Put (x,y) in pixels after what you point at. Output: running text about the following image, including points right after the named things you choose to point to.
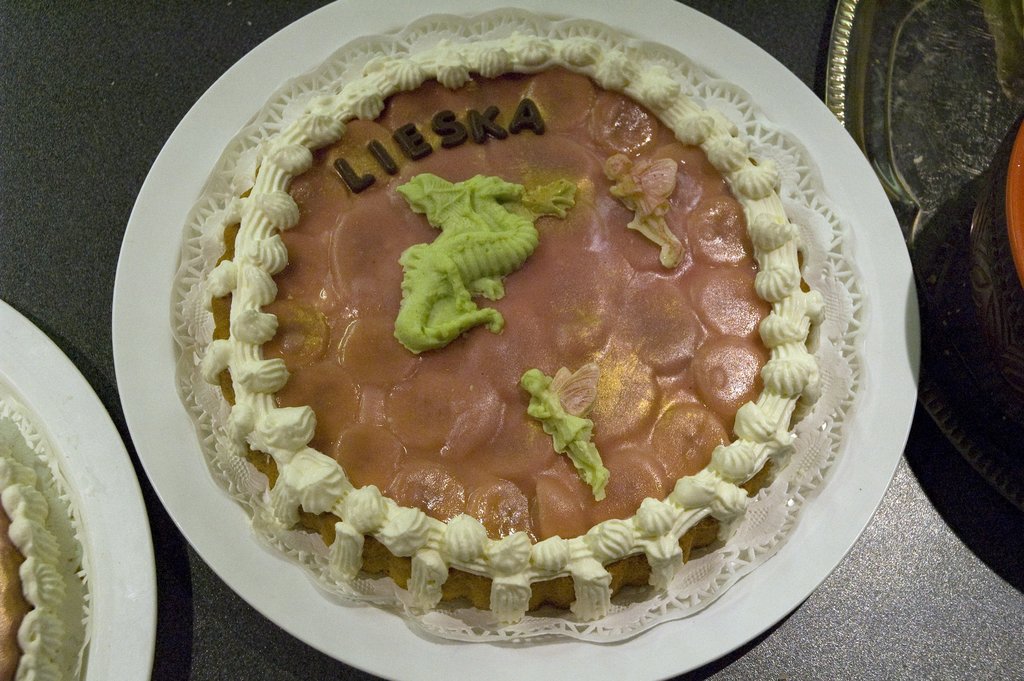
In this picture we can observe brown and white color cake (343,337) placed in the white color plate (172,379). This plate (253,112) is placed on the black color table (72,211). We can observe brown color word (451,132) on the cake (357,263).
